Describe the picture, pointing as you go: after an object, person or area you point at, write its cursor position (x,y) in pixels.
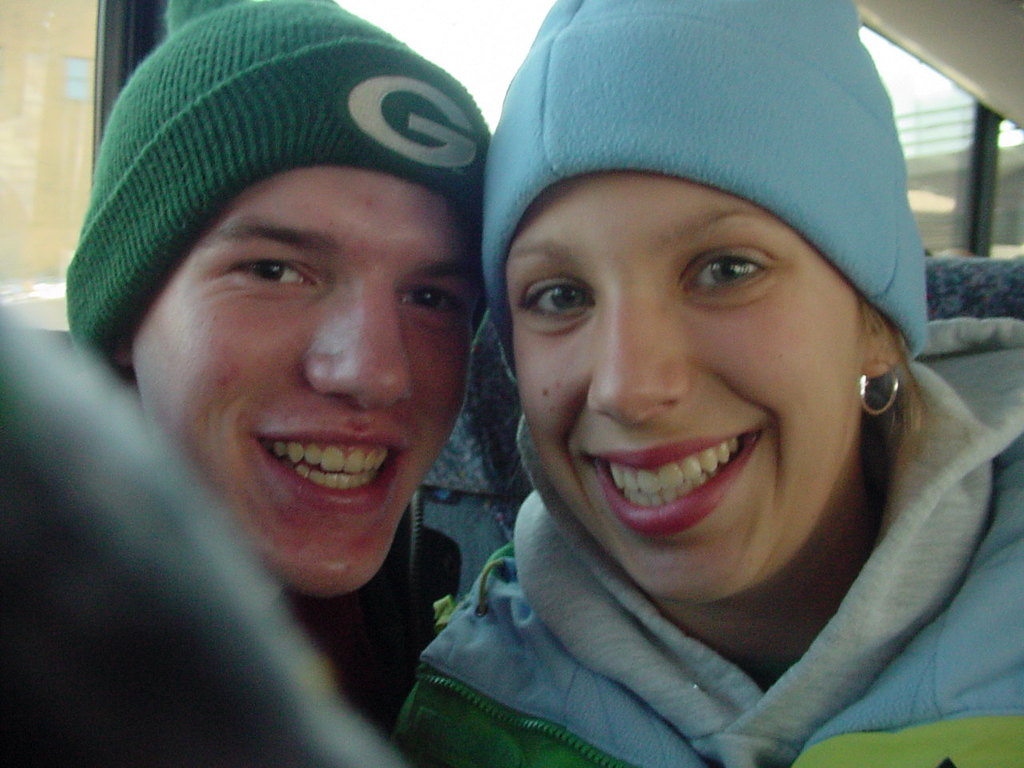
In the image two persons (342,196) are sitting in the vehicle (452,498) and smiling.
